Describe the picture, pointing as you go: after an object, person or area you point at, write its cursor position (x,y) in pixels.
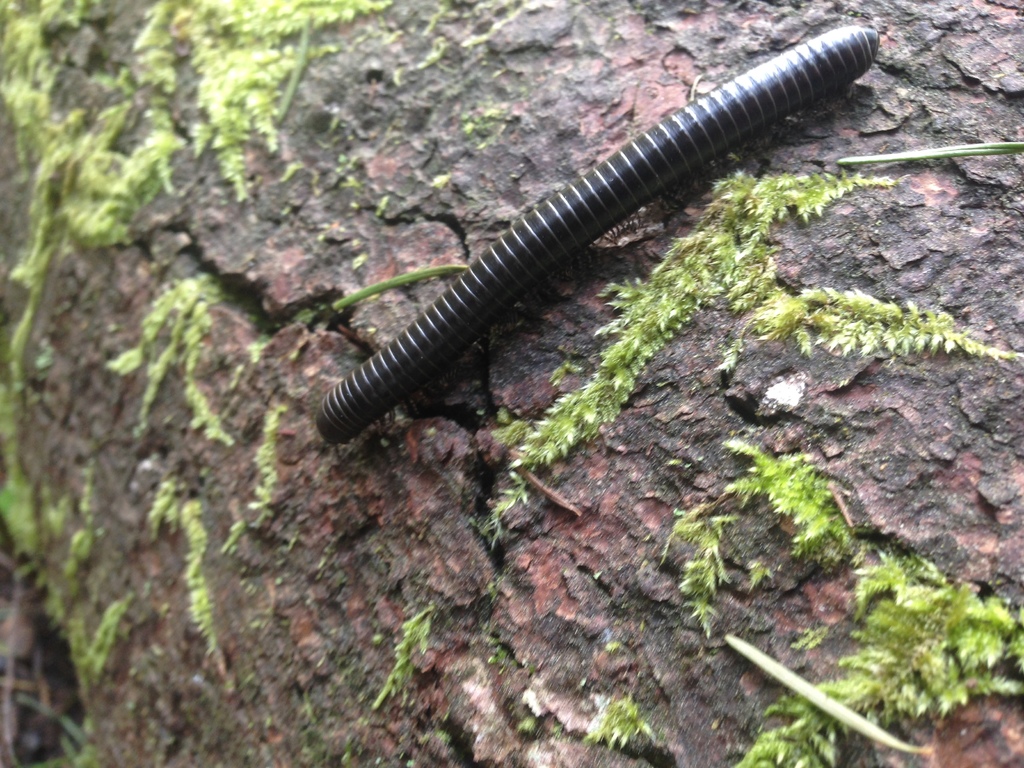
In this image there is a black millipede (544,272) on the bark (528,415). On the bark (298,227) there is moss (206,71) beside the millipede (402,343).
